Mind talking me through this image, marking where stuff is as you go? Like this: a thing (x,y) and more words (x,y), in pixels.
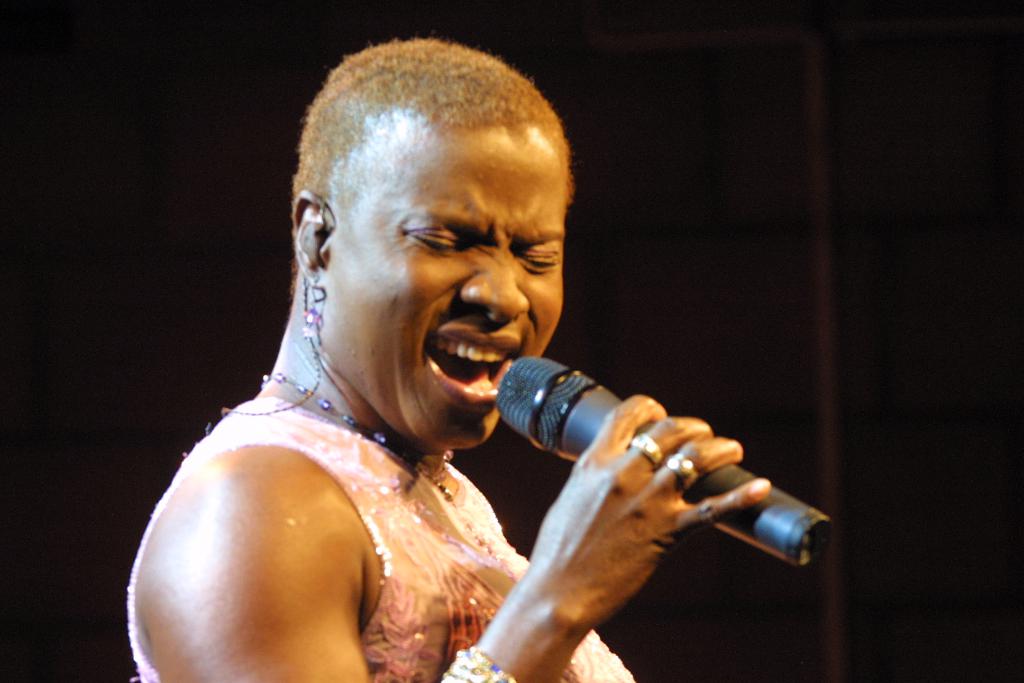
In this image I can see a woman (275,494) is holding a mic (768,528).
